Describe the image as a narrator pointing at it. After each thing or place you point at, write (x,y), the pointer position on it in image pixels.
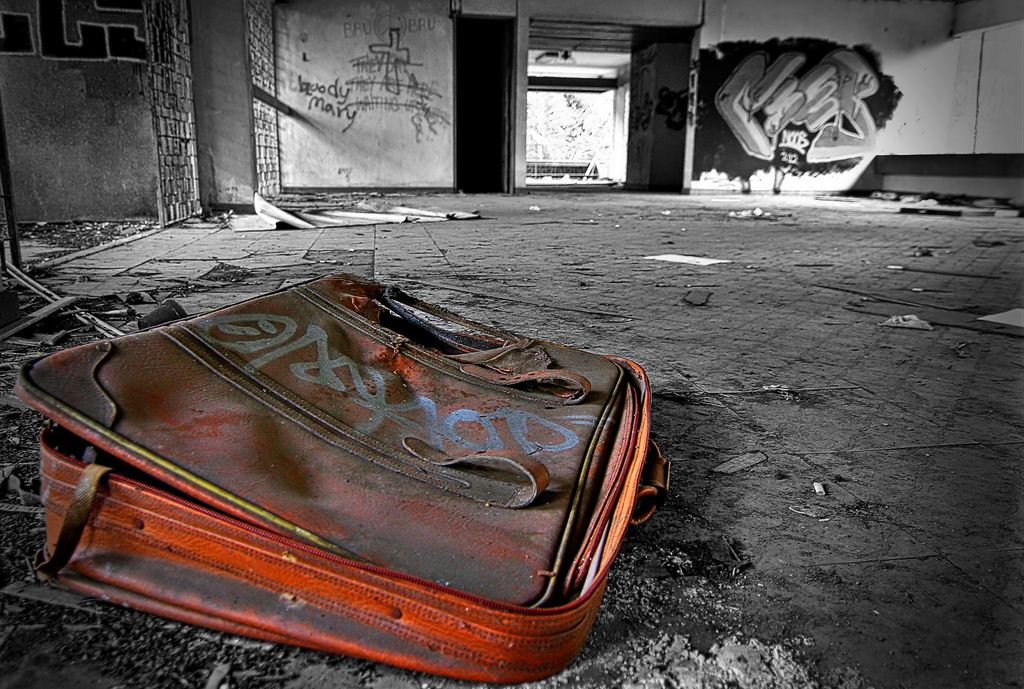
In this image there is a bag (94,423) with full of dust (514,539) and in back ground (326,31) there is gate (266,88), wall (296,50), paintings (394,108), tree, shed (617,41), papers (679,261).
